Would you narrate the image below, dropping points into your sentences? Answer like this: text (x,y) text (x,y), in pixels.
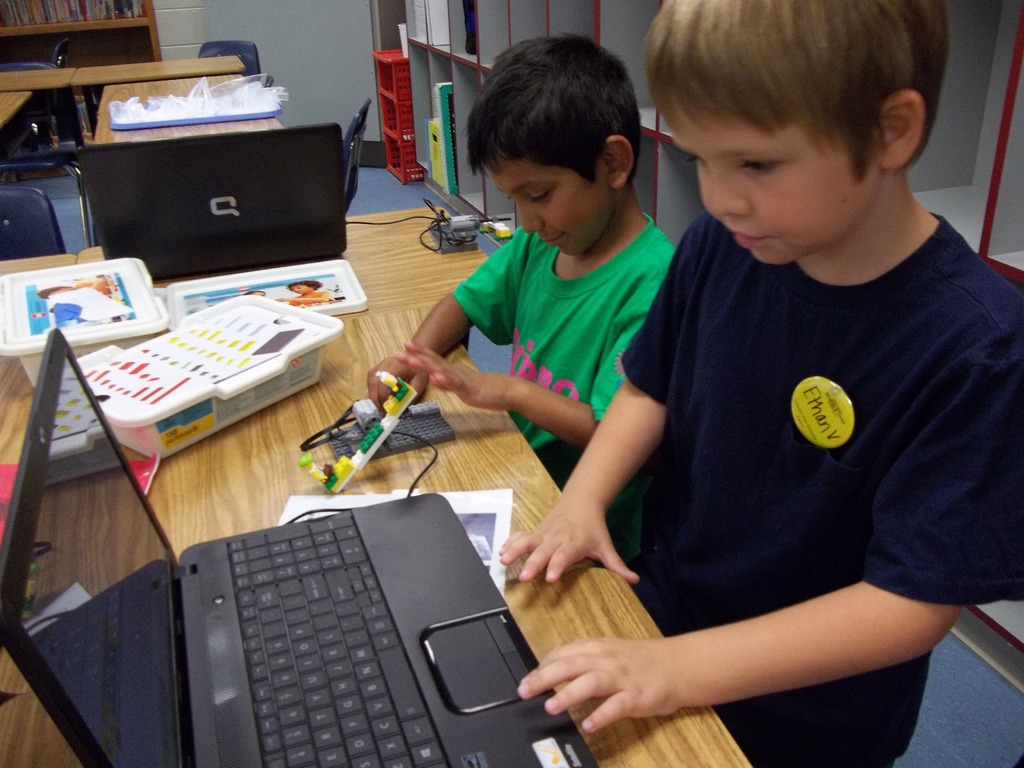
There are two children (623,376). This is table (291,451). On the table (215,527) there are laptops (310,646), boxes (321,263), paper (422,492), and a toy (324,474). This is floor (978,719) and there is a rack (615,29). Here we can see some books (25,11) and these are the chairs (208,48). And there is a tray (245,102).
